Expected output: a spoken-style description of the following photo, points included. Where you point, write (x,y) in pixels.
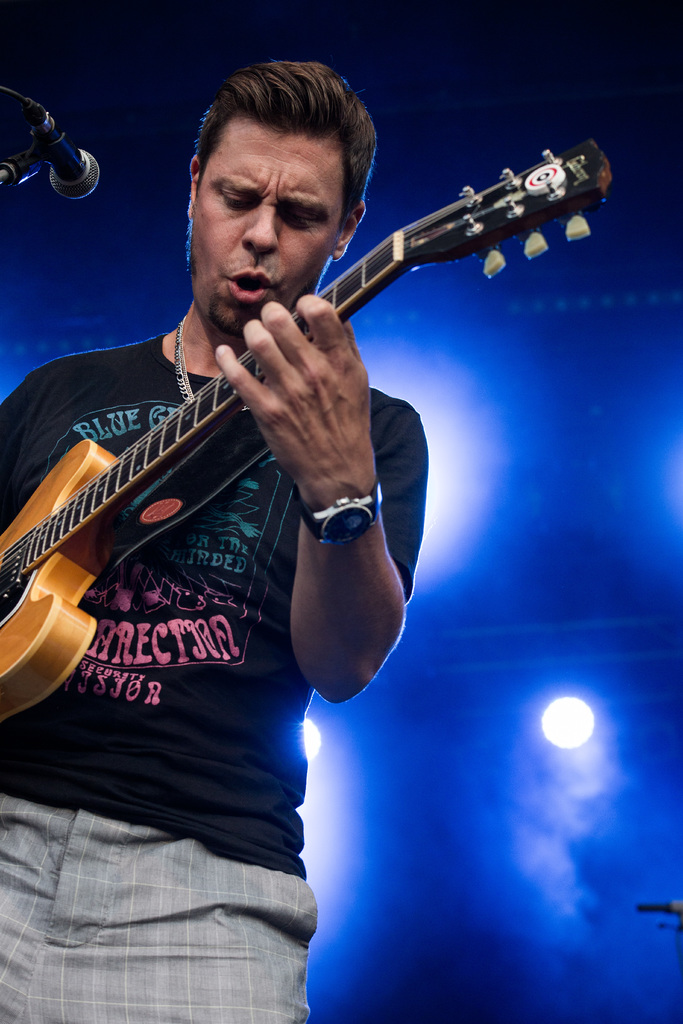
A man (206,621) with black t-shirt (211,629) is standing and playing guitar (200,425). In front of him there is a mic (55,153), he is singing. To his left hand (337,491) there is a watch (352,501). In the background (459,492) there are some lights (472,495).
